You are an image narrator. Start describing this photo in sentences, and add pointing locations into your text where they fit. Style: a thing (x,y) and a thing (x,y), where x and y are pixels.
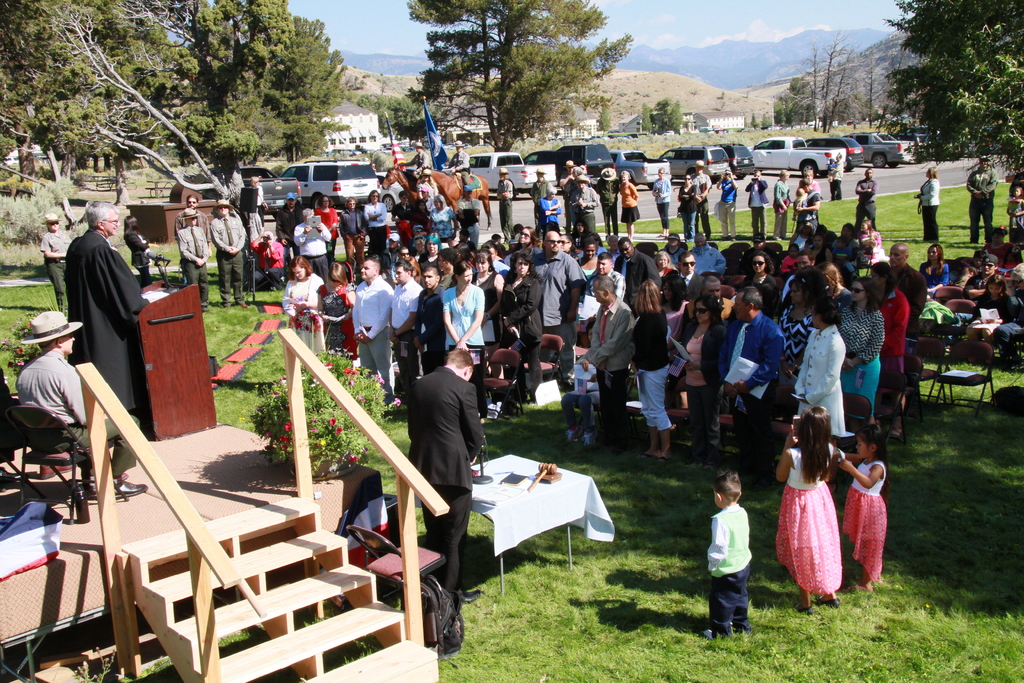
On the left side (116,268), there is a person (117,260) in a black color coat (115,252), smiling and standing in front of a mic (151,257) which is attached to a stand (177,414). This stand (162,342) is on a stage (184,446), on which there are two persons (71,420) sitting on chairs (23,417) and there is a plant (329,448) which is having flowers (270,447). Beside this stage (216,511), there are wooden steps (329,672), a chair (425,560) and a person (463,515) in a suit (450,446) standing in front of a table (528,492), on which there are some objects (505,479). On the right side (878,493), there are persons (849,523). Some of them are sitting on chairs (970,301). In the background (985,91), there are vehicles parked on the road (966,178), there are trees (495,50), mountains (790,41) and there are clouds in the sky (696,29).
